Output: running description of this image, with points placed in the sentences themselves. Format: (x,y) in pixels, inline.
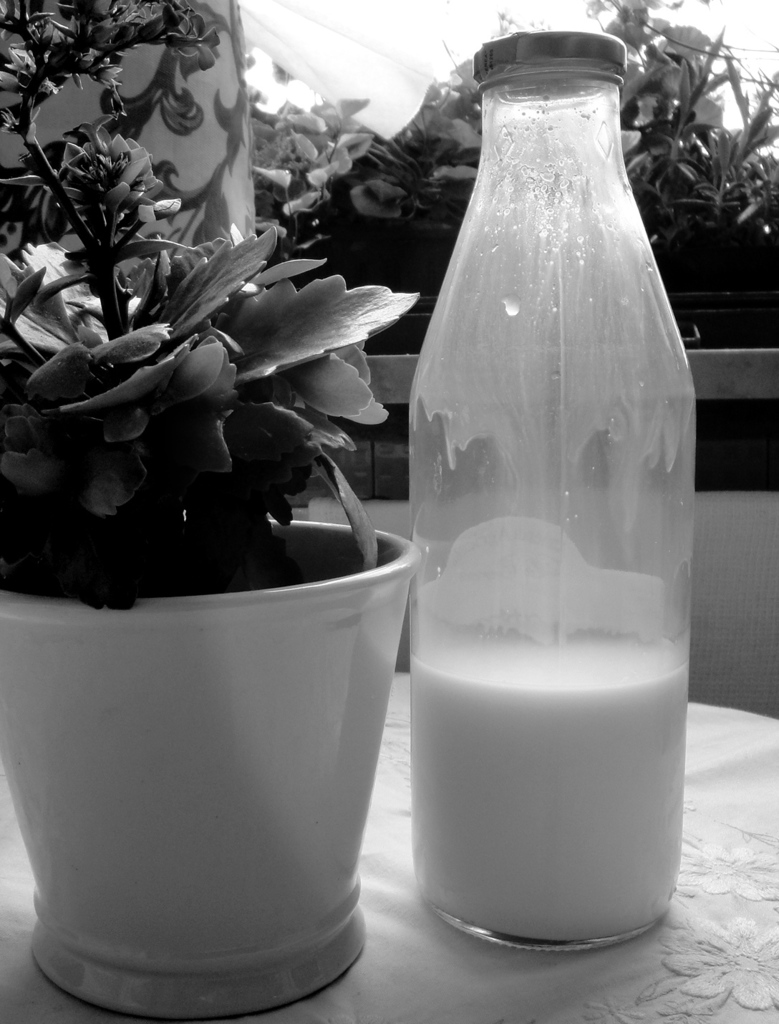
on the table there is a bottle (559,452) of milk (568,725) and flower pot (177,822). behind that there are plants (343,198).
